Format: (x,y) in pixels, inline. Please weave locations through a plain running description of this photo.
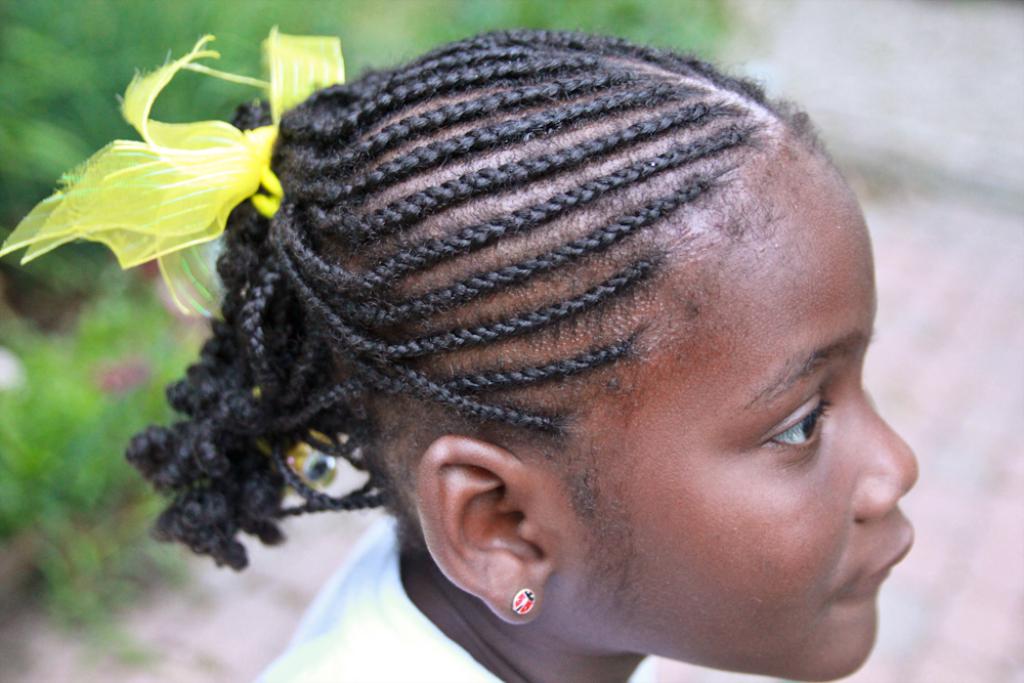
In this image I can see a girl (352,556) in white dress (346,583). I can see yellow colour ribbon (217,190) over here and in the background (115,525) I can see green colour. I can also see this image is little bit blurry from background (8,496).
